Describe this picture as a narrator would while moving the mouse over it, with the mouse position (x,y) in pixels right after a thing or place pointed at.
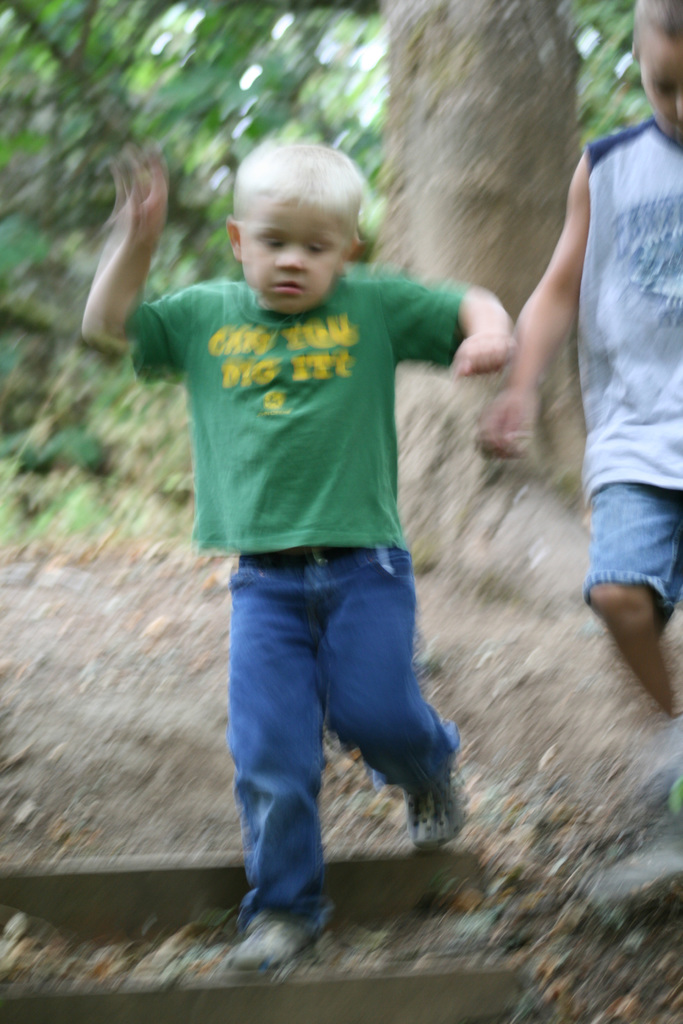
In this picture we can see two boys (371,711) walking on the ground (140,652) and in the background (301,0) we can see trees (271,114) and it is blurry.
